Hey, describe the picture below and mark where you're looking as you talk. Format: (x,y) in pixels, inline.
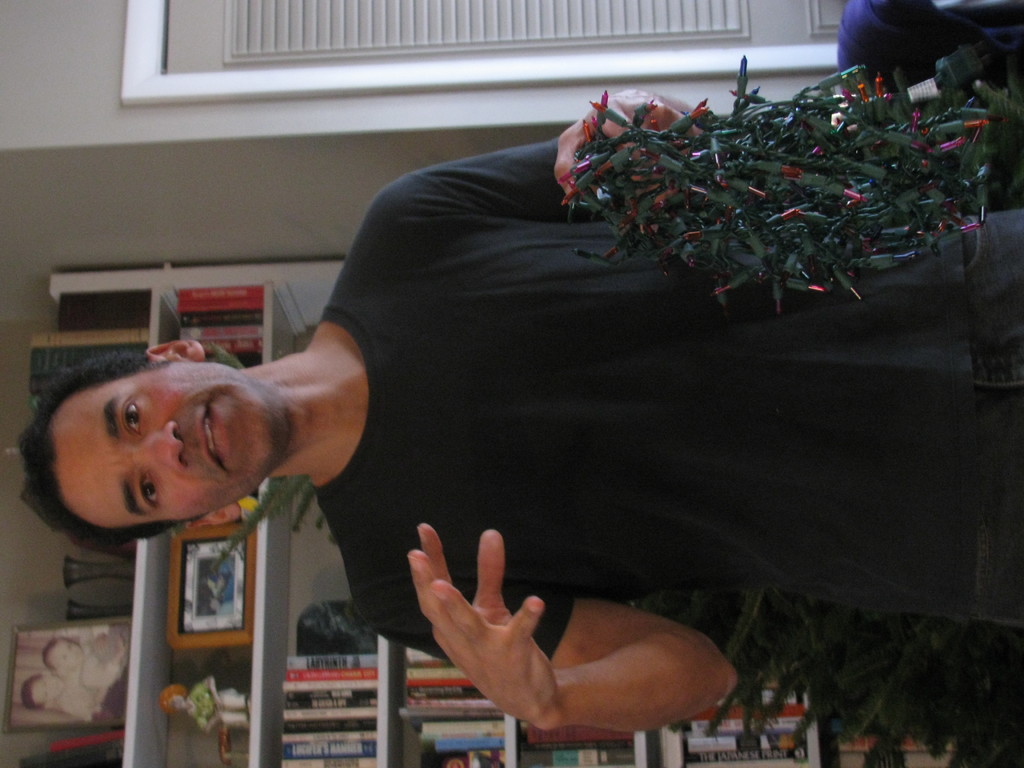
This is a rotated image. In this image there is a person (555,373) standing and holding a bundle (823,169) of string lights (795,156) in his hand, behind him there is a rack (383,654) stored with books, frames (182,637) and a few toys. In the background (405,94) there is a wall (541,130) and a door (300,45).
